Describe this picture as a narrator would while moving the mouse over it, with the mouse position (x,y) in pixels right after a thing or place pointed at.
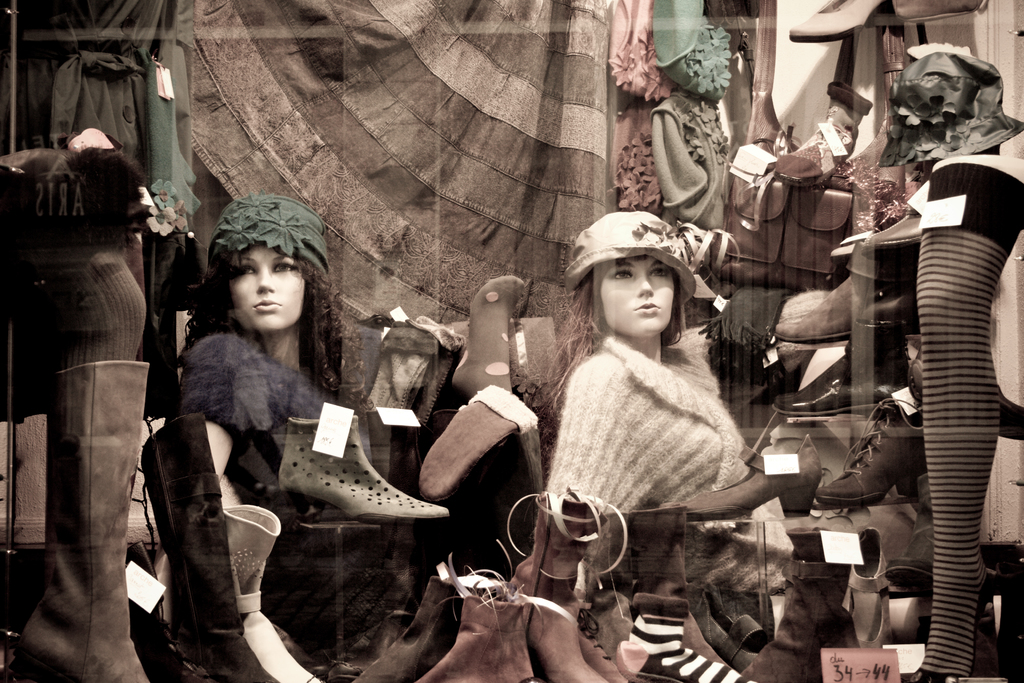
In this image we can see mannequins (650,282), so many shoes (902,240), bags (809,207) and garments (568,282).
